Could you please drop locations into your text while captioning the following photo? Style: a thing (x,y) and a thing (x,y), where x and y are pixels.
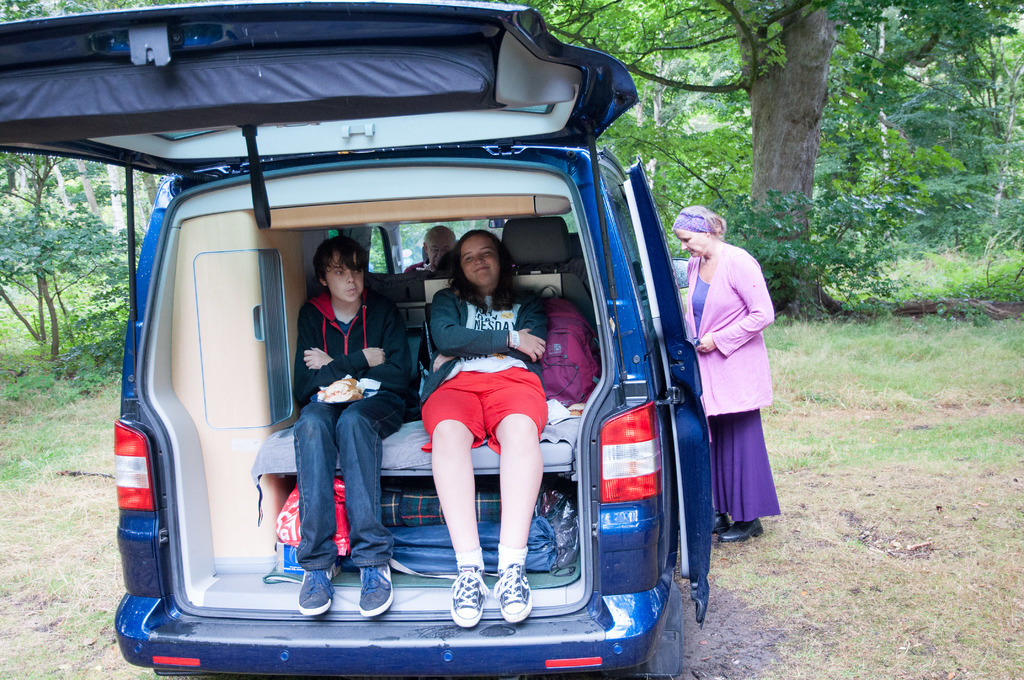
In this image there is blue vehicle (162,359). Three persons (491,359) are sitting inside the vehicle (162,346) and there is a luggage (389,526) at the bottom of the seat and one person (716,378) is standing outside. At the back of the image (771,144) there is a tree (685,143) and at the bottom (873,523) there is a grass (919,427).
